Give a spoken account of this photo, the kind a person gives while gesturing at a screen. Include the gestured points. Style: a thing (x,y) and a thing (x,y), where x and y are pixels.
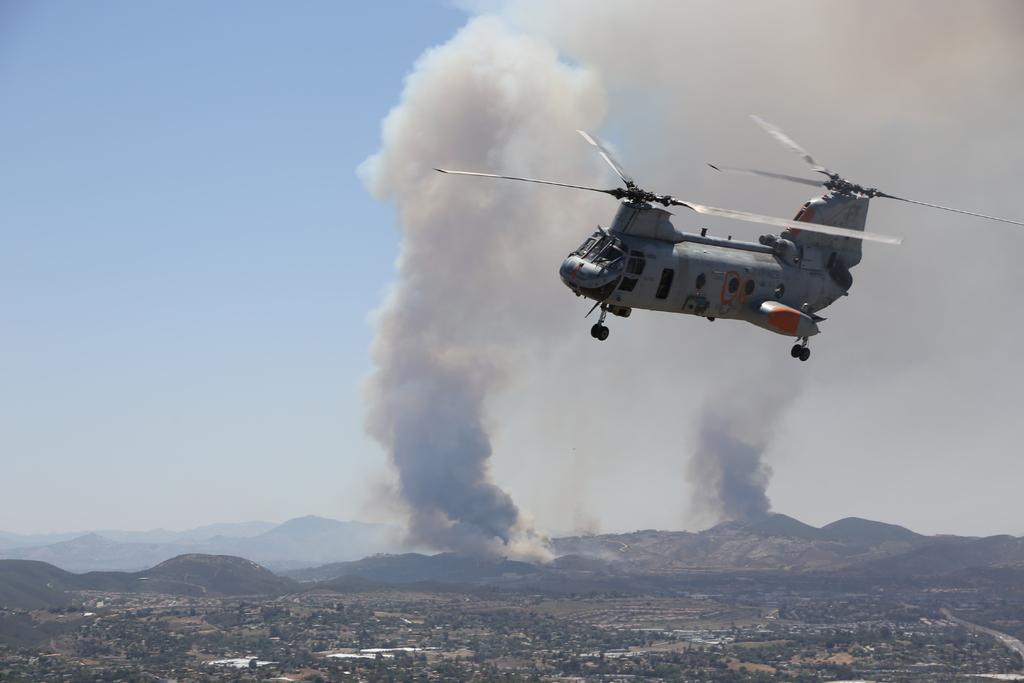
In the picture we can see a surface (709,658) with trees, grass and smoke (464,514) coming from the hills (438,559) and in the foreground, we can see a helicopter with two fans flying in the air and behind it we can see a sky (281,306) with clouds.
